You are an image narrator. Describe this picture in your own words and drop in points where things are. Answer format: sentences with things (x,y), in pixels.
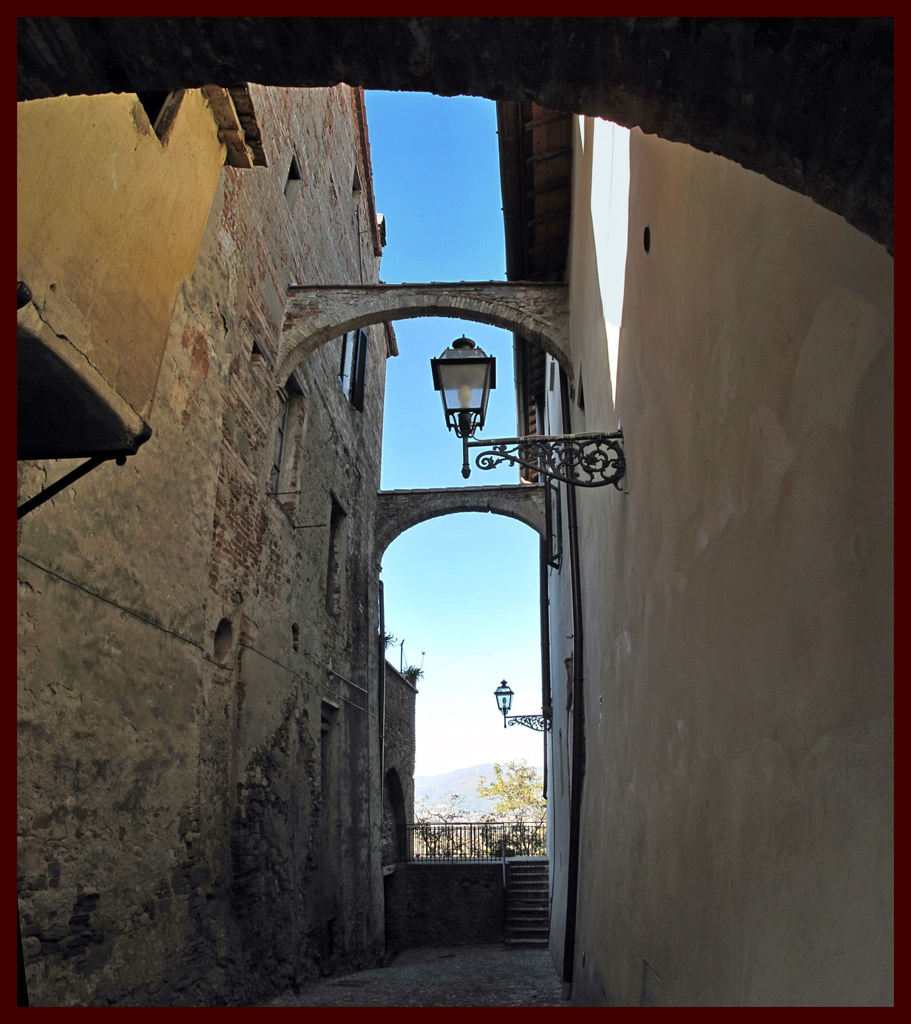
This image consists of buildings (551,529). At the bottom (465,981), there is a road (460,970). In the middle (579,453), we can see a lamp (467,424) hanged to the wall (629,566). In the background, there is a small plant (499,791). And there are steps (514,924).
